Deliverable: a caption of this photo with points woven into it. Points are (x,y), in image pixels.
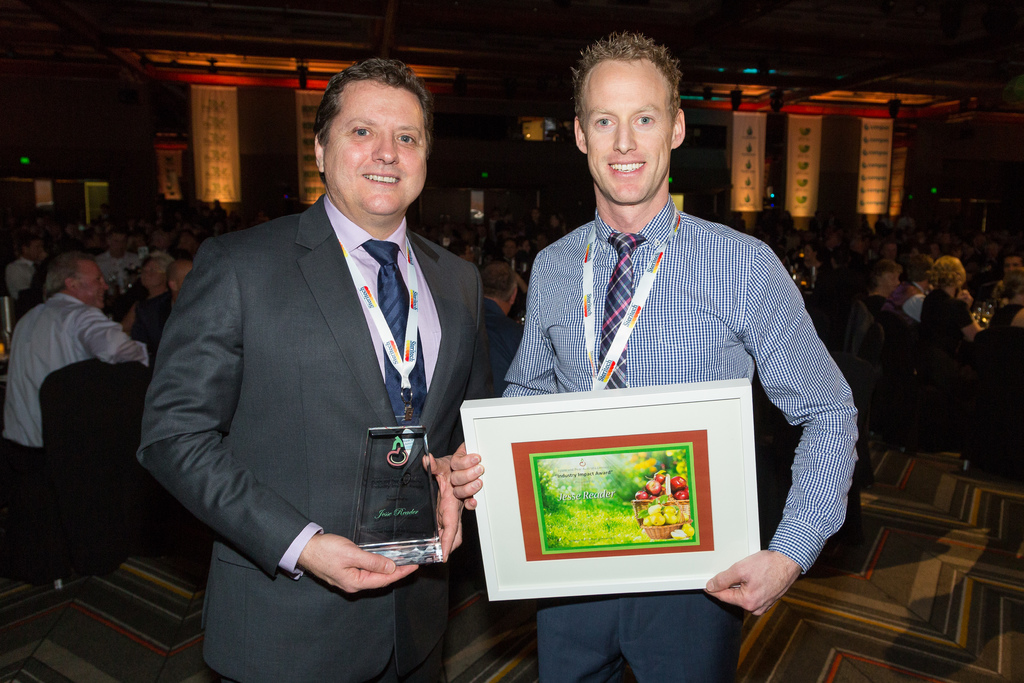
In this image we can see a man (357,368) holding the award (435,508). We can also see a person (745,255) holding the frame (681,477) and smiling. In the background (122,239) we can see the people (943,293) sitting on the chairs (944,416) which are on the floor (936,562). We can also see the banners (886,152), lights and also the ceiling (965,41).
